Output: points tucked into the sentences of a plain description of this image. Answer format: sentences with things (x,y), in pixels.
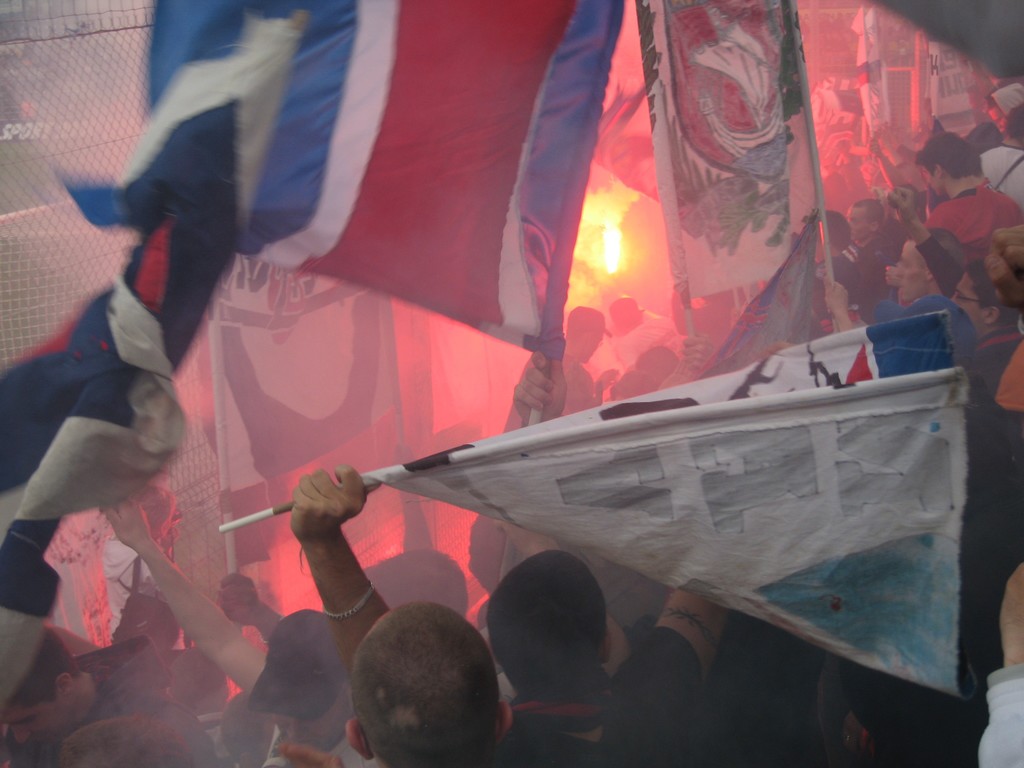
In this image we can see many people (444,710) and few people (437,741) are holding flags (591,451) in the image. There is a flare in the image. There is a fencing (85,119) at the left side of the image (81,78).
